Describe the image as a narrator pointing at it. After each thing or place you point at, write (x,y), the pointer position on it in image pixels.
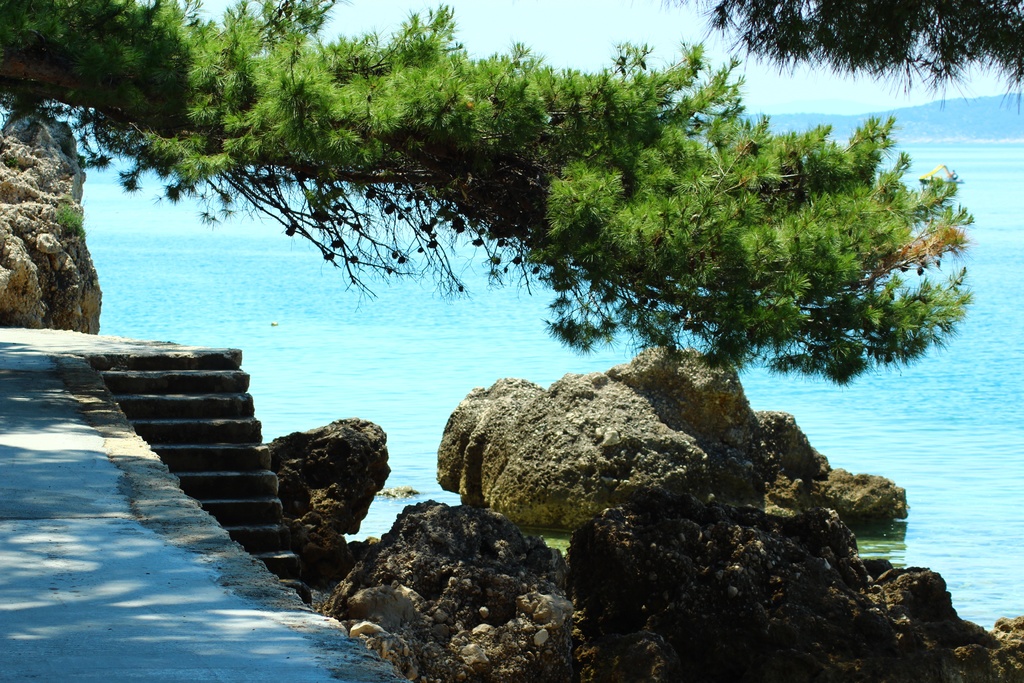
This image is clicked near the ocean (565,544). At the bottom (127,526), there is a path (143,635) along with rocks (358,467) and steps (199,415). To the top (385,175), there is a tree (565,175). To the right (1007,294), there is an ocean (1003,311). In the background (856,127), there are mountains (856,127).
